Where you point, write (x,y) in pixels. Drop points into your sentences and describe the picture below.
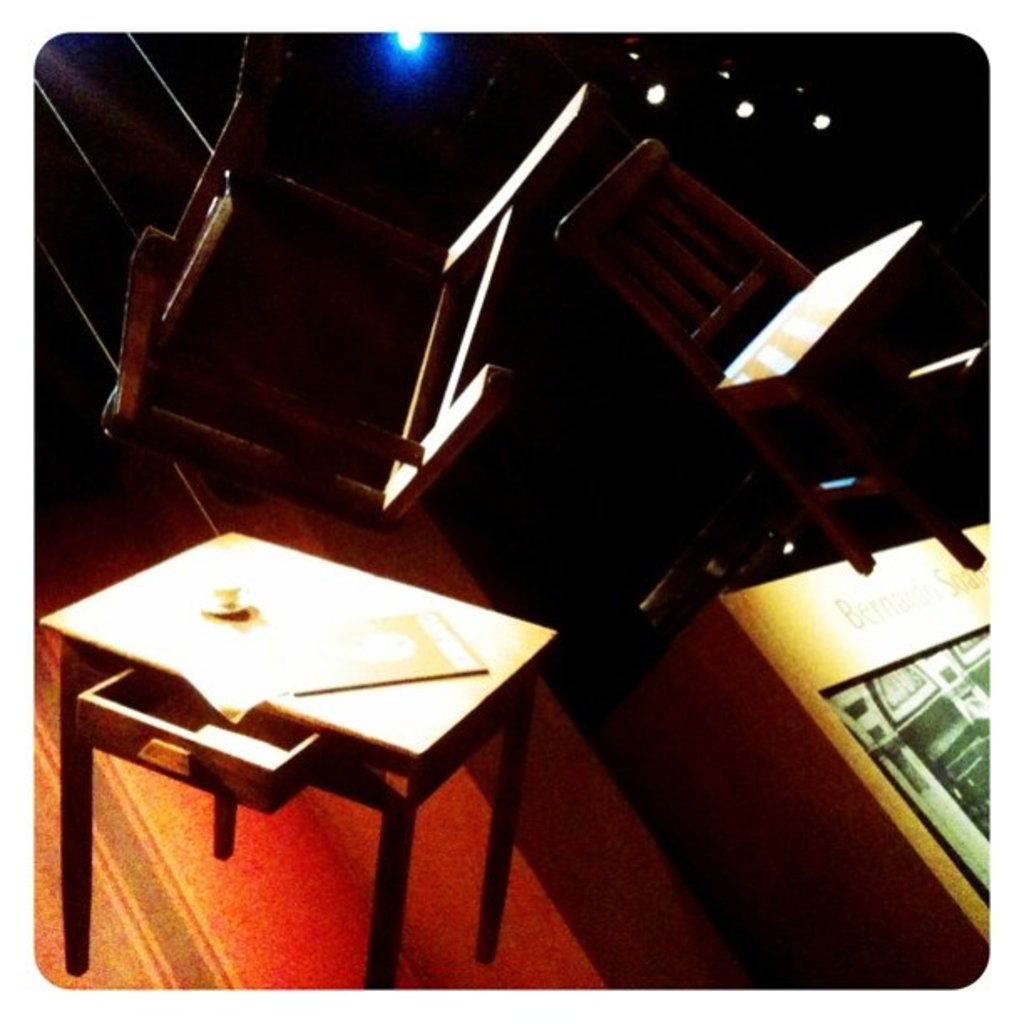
Background (363,169) portion of the picture is dark. In this picture we can see the lights (825,118), chairs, table (499,919) and few objects (952,666).
